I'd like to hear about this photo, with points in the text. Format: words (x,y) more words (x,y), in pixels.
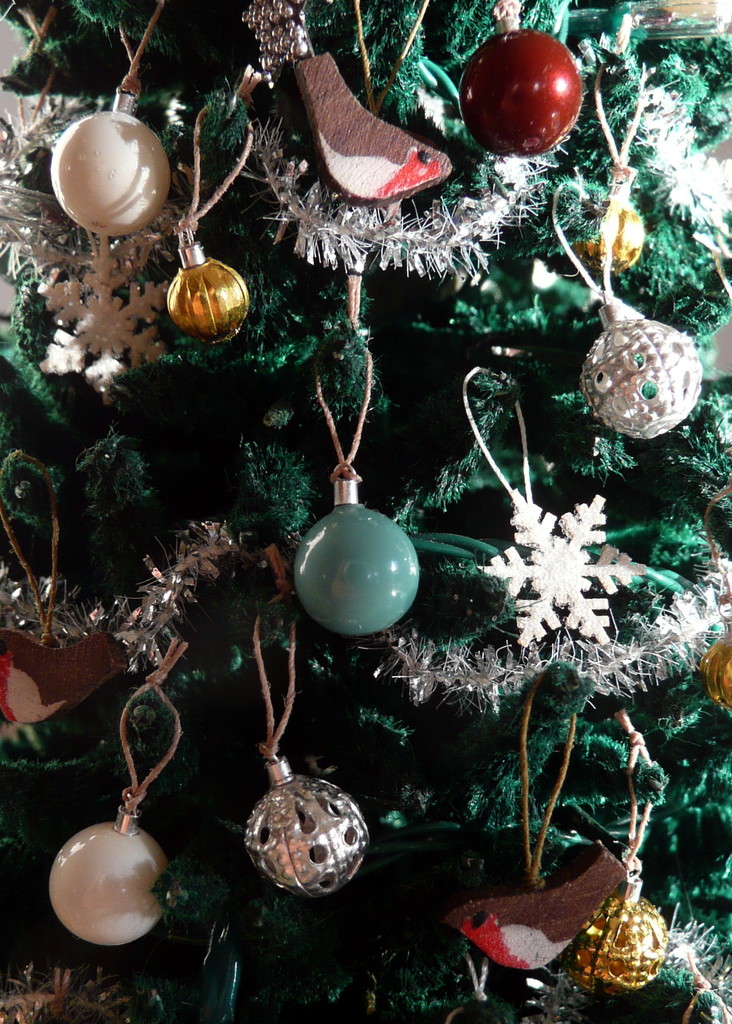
In this picture I can see few decorative balls (222,270) to the christmas tree (465,12).
